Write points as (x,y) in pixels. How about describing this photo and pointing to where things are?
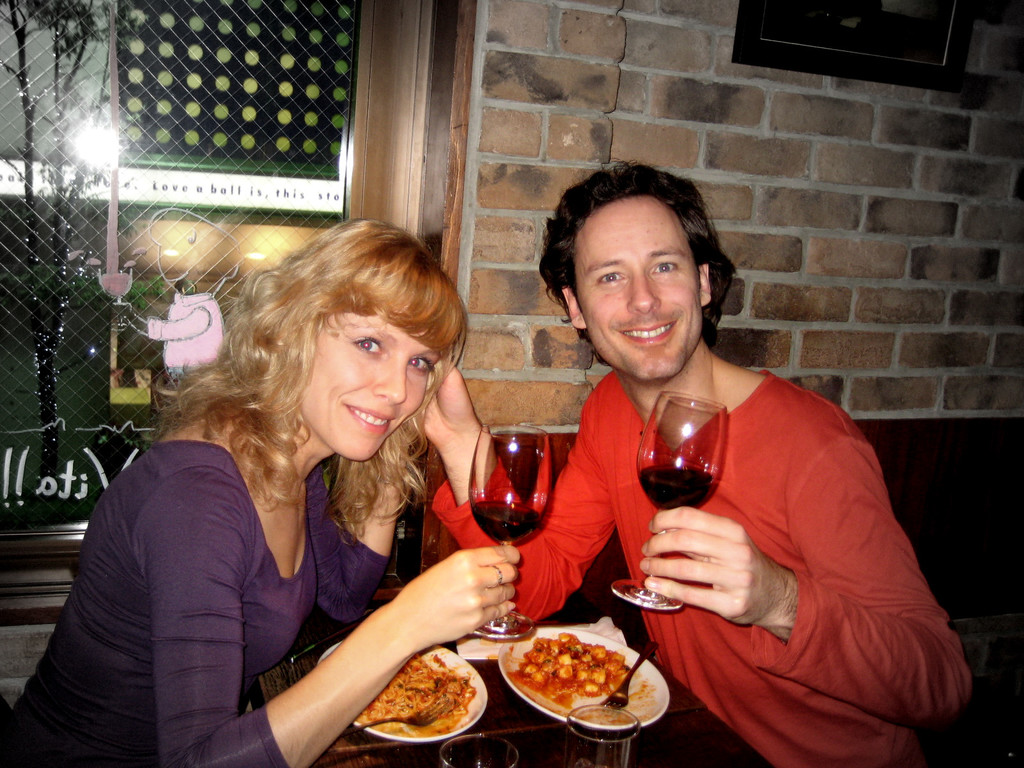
In this image in the center (572,508) there are persons (597,526) sitting and smiling and holding glass (541,504) in their hands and there are plates (486,696) on the table (501,700), there are glasses (588,732). In the background (601,120) there is wall (586,117) and on the wall (571,129) there is a frame (862,62) and on the left side (135,199) there is a window (77,208).
